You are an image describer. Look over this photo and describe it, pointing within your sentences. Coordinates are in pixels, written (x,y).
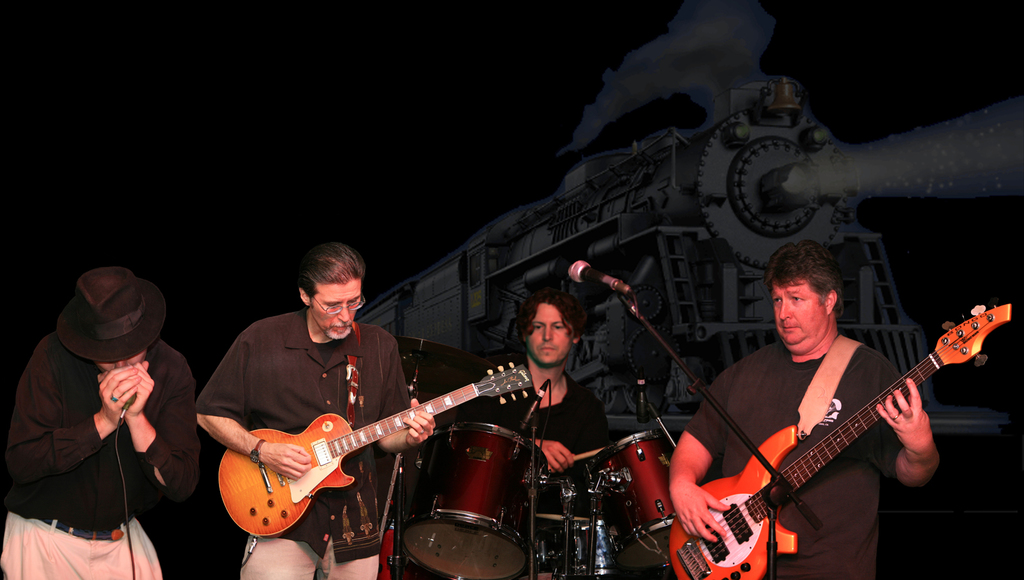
As we can see in the image there are four people (203,410), two of them are holding guitars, the man (553,377) who is standing here is playing musical drums (490,561) and the man (89,474) on the left side (90,387) is holding mic (123,404).
